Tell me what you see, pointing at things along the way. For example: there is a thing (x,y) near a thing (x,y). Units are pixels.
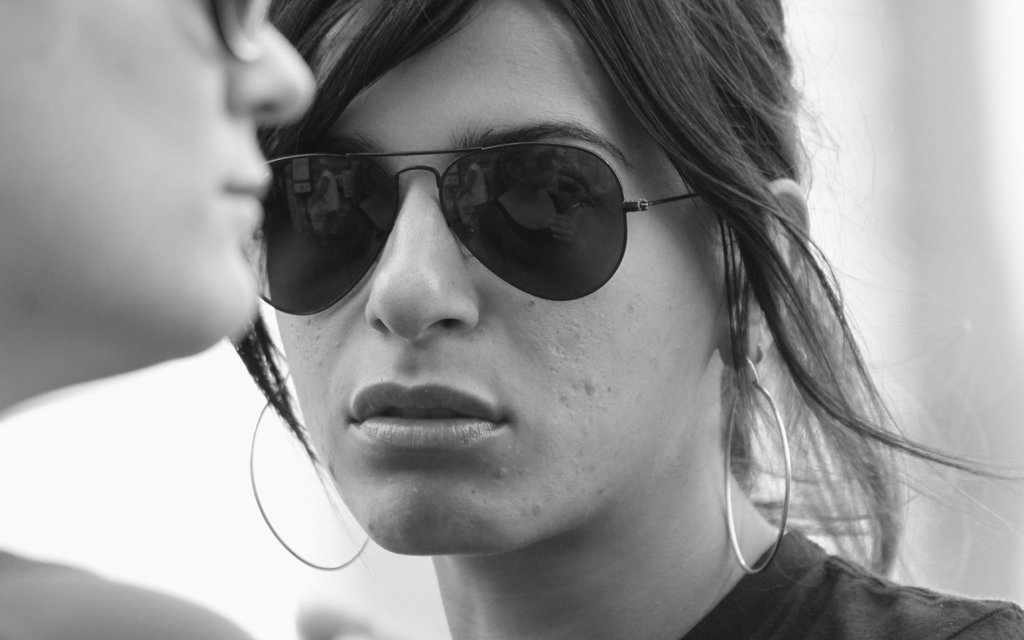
In this image I can see there is a woman (526,222), wearing goggles (495,228) and earrings (757,380), there is another person (96,358) at left side (123,353). The backdrop of the image (925,108) is blurred.
